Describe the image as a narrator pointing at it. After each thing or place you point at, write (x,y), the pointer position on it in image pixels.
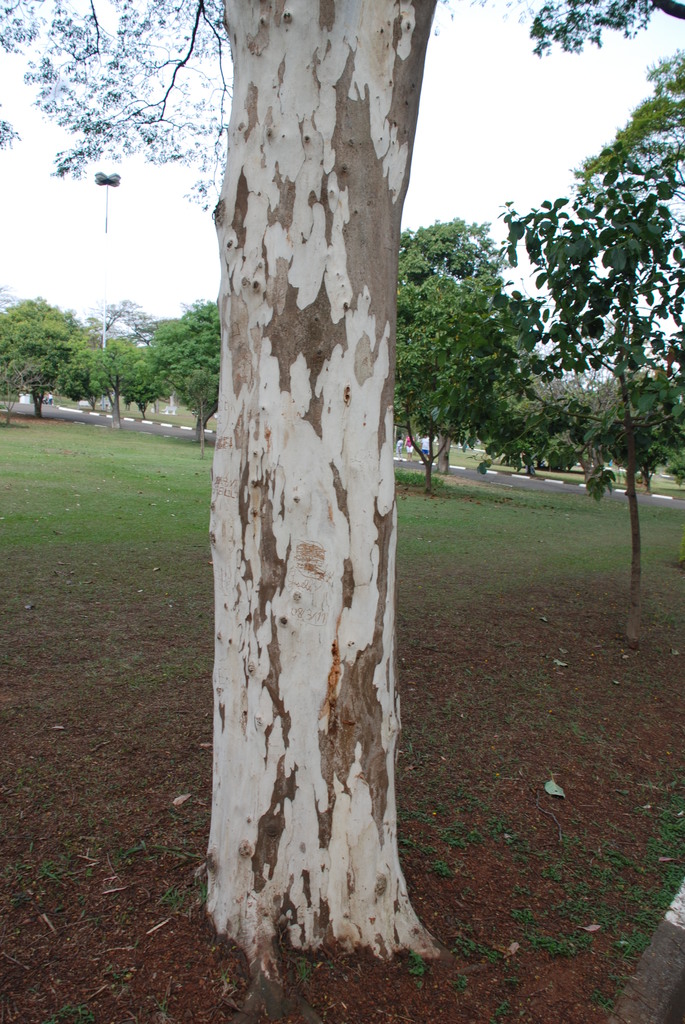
In this picture I can see many trees (604,414), plants (413,478) and grass (430,538). On the top right (654,181) I can see the sky (536,80). In the top left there is a street light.
